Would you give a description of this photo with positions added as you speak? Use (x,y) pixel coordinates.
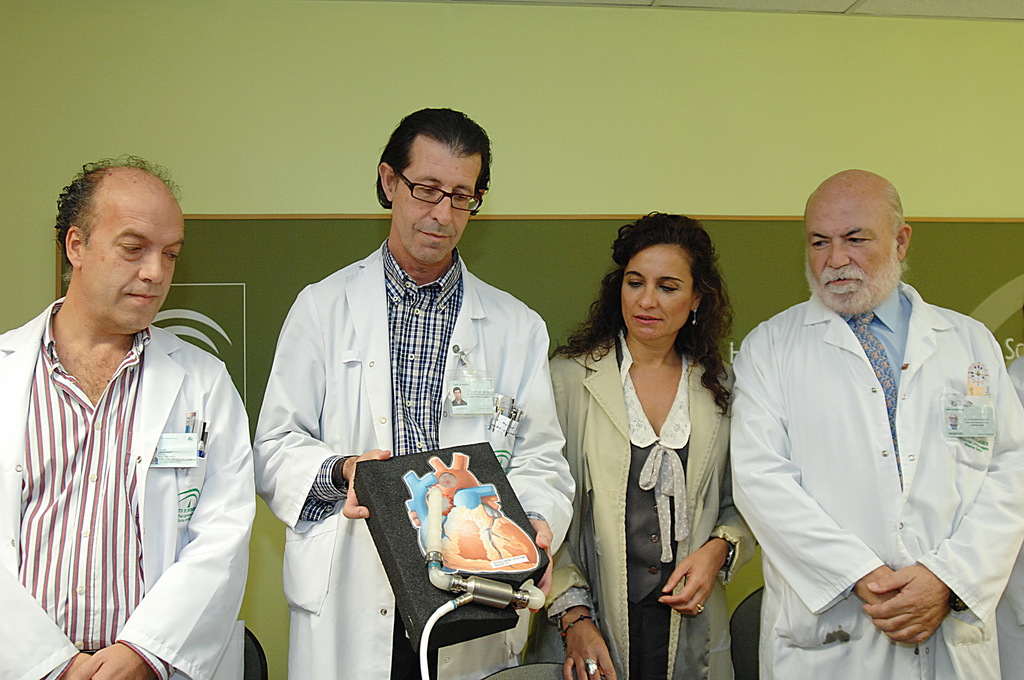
In this image we can see three men (512,444) and a woman (605,460) standing. We can also see a man (478,666) holding an artificial picture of the heart (488,567), remaining three (612,611) are looking at that. On the backside (236,147) we can see a wall (236,147).
